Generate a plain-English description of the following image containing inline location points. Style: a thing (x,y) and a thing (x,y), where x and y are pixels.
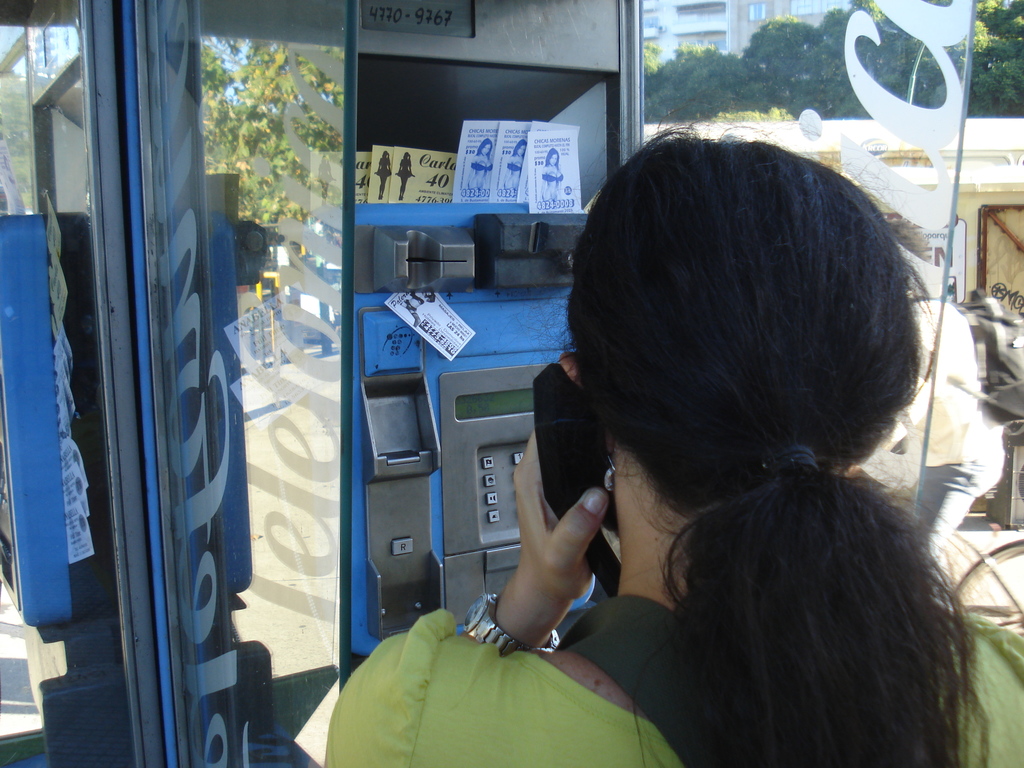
In the picture I can see a woman (661,645) standing and speaking in front of a telephone booth (510,541) and there are trees (799,67) and a building (740,31) in the right corner (745,54).
